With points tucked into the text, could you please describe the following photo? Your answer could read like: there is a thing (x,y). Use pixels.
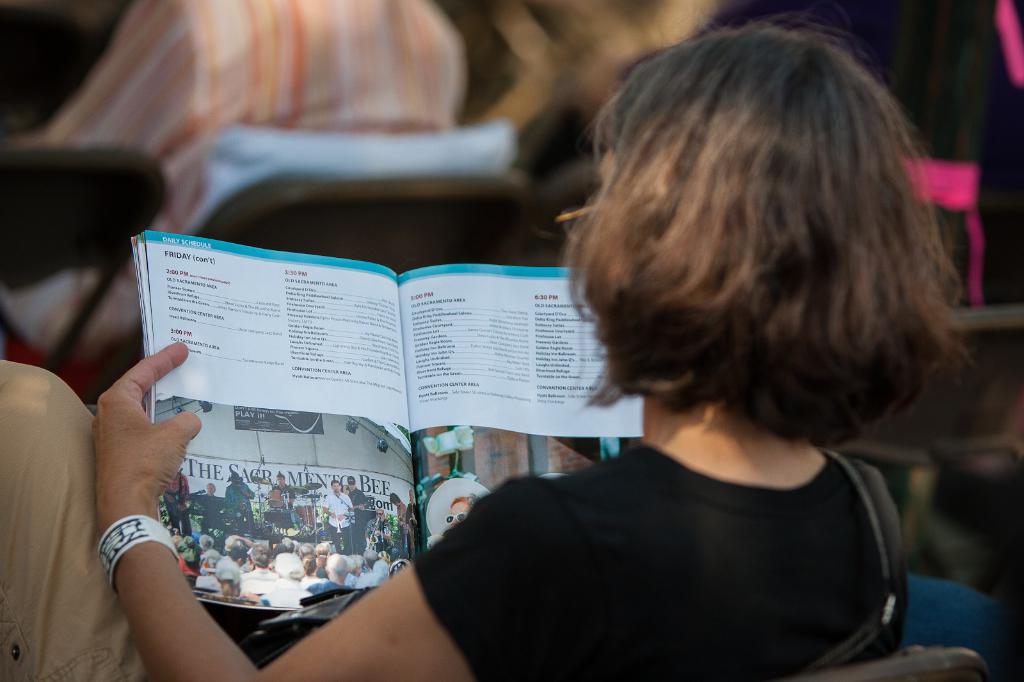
In this picture we can see two persons (691,591) are sitting on chairs (338,250), a person (483,541) in the front (481,567) is holding a book (432,533), we can see some text (469,352) and a picture (369,460) on the paper (365,485), in this picture we can see some people (359,512) are playing musical instruments (312,507) and some people (304,561) are sitting, we can see a blurry background.
